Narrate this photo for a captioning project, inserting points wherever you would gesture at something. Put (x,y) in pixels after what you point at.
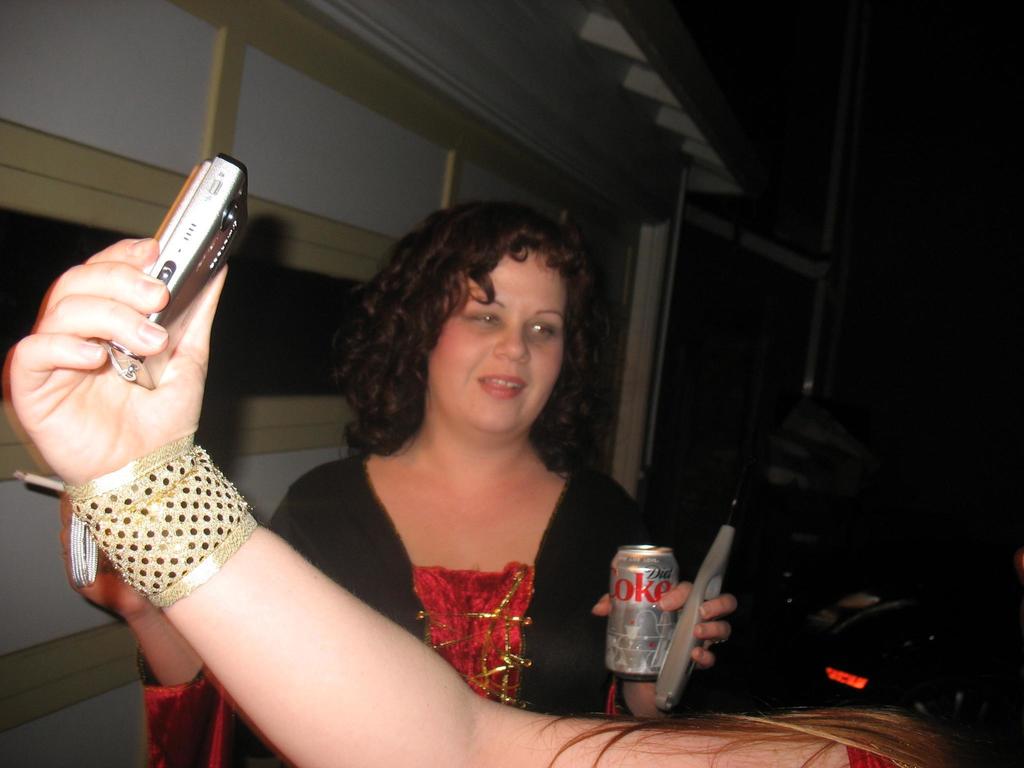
In this picture we can see a camera (183,299) in the hand (204,355) of a person (686,721). We can see a woman (552,410) holding objects (629,633) on her hand (696,633). There is a building (522,127) and a few objects (813,272) in the background (822,280). We can see the dark view (862,252) in the background (832,299).
